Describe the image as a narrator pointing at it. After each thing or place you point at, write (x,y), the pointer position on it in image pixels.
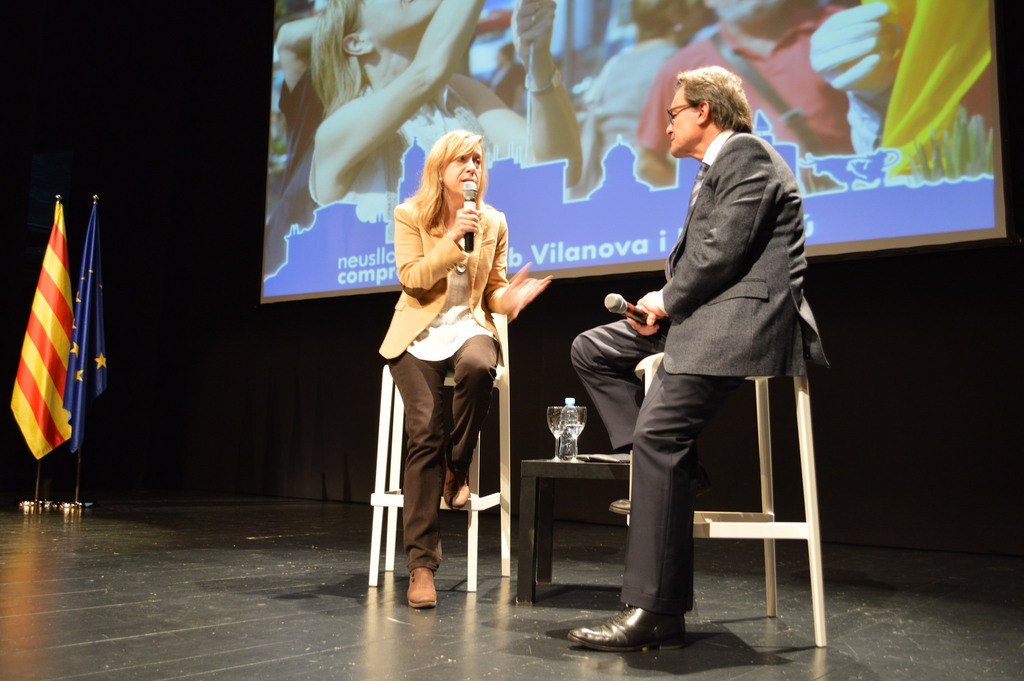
Here we can see a woman (475,299) and a man (710,398) sitting on the chairs (630,492). He is holding a mike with his hand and she is talking on the mike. This is a table (549,500). On the table (547,475) there is a glass (560,432) and a bottle (562,456). There are two flags (96,208) on the floor (198,598). In the background (400,61) we can see a screen (565,105).
